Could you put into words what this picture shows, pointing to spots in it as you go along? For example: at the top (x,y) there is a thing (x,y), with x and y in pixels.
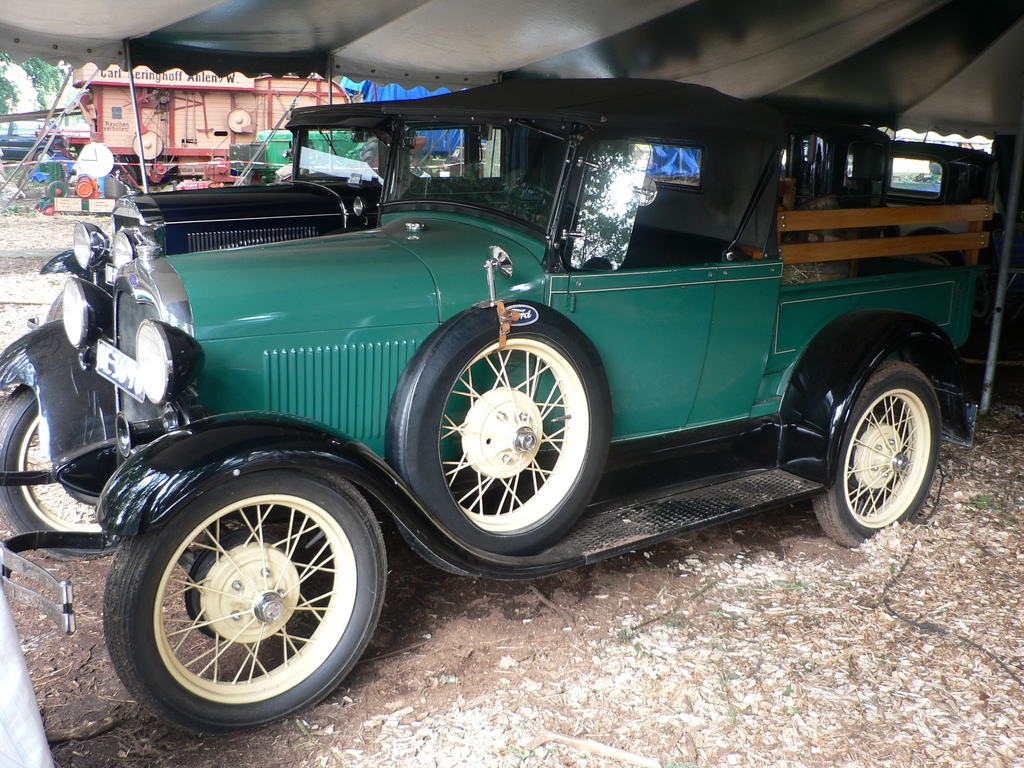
In this image there is an old vintage car (597,341) in the middle (433,412). Above the car (433,412) there is a tent (305,45). In the background (198,114) there is a machine (114,114). On the machine (95,138) there are wheels (151,142).
